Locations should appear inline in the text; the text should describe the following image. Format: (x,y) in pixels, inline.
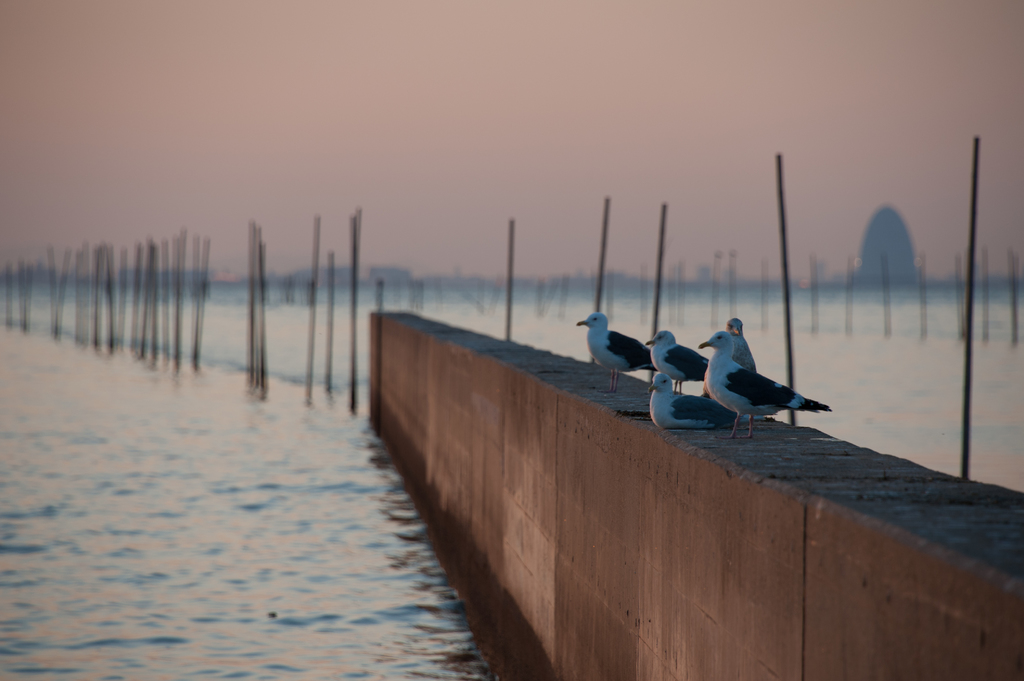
In this image we can see a wall (703,456). On the wall (813,512) there are few birds (723,417). Also there are poles (253,299) and water (291,444). In the background (415,141) there is sky (459,72).
